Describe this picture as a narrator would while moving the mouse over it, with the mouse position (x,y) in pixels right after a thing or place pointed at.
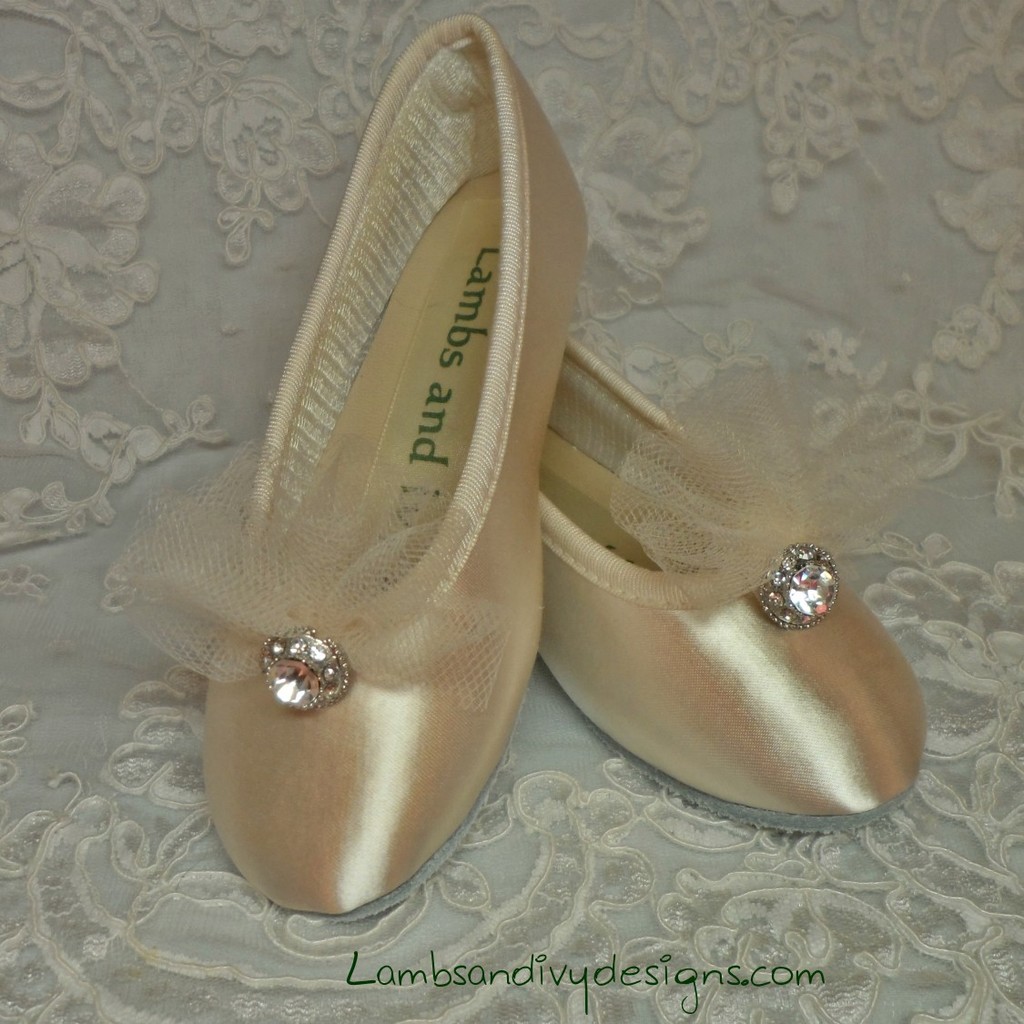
There are shoes (391,378) on a white color cloth (65,403) with embroidery (763,881). On the shoe (383,552) there is a net (297,597), stone (300,659) and something is written. To the down there is a watermark (678,973).
